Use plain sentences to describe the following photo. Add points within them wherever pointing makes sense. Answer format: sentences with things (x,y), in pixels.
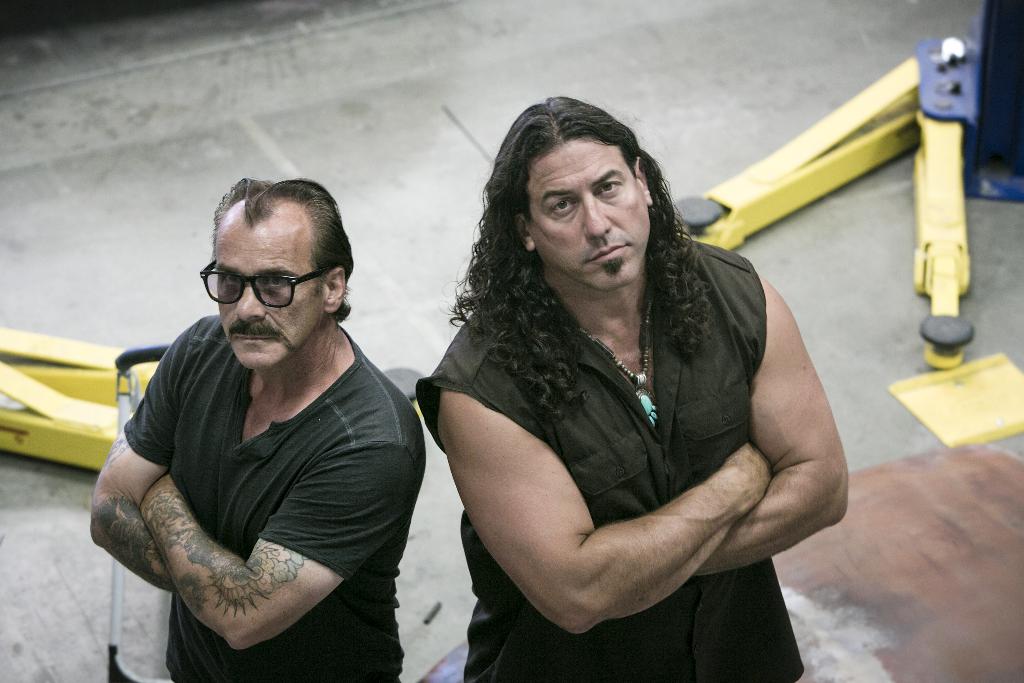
Here in this picture we can see two men (348,343) standing on the floor (46,462) and the person (272,384) on the left side (299,413) is wearing spectacles (291,284) and having tattoos (138,540) on his arms (165,587) and behind them we can see hydraulic lift (86,373) present on the ground (865,270).
